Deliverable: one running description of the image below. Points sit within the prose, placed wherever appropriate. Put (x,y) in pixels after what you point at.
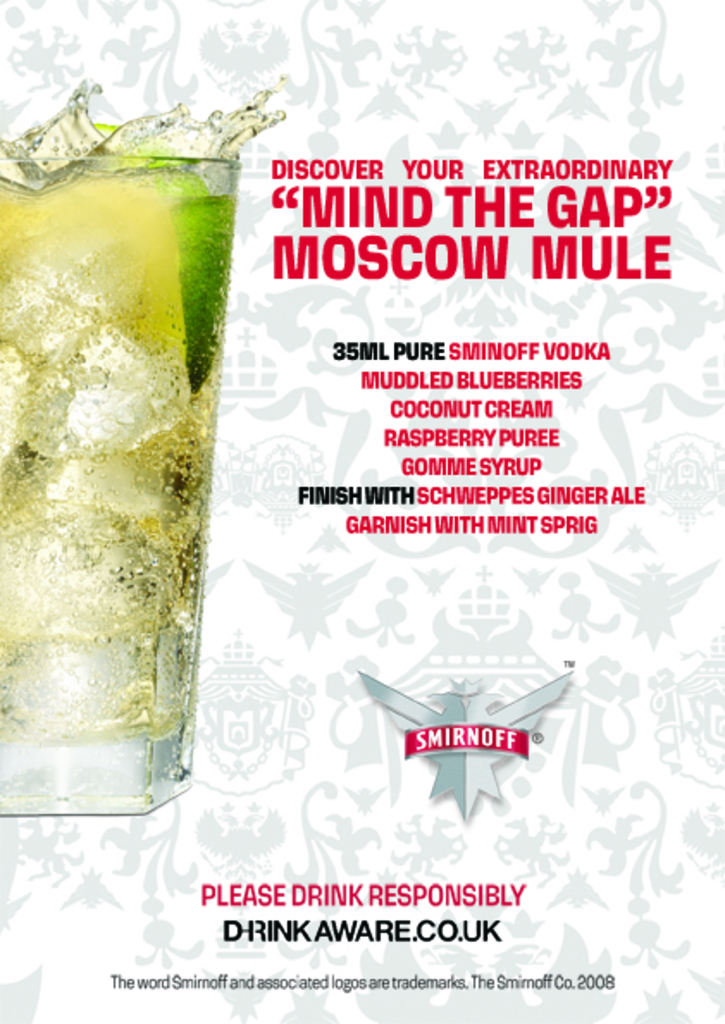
This is an advertisement and here we can see a glass (125,398) with ice (122,348) and drink (154,312) and there is text (465,440) and logo (445,794).
